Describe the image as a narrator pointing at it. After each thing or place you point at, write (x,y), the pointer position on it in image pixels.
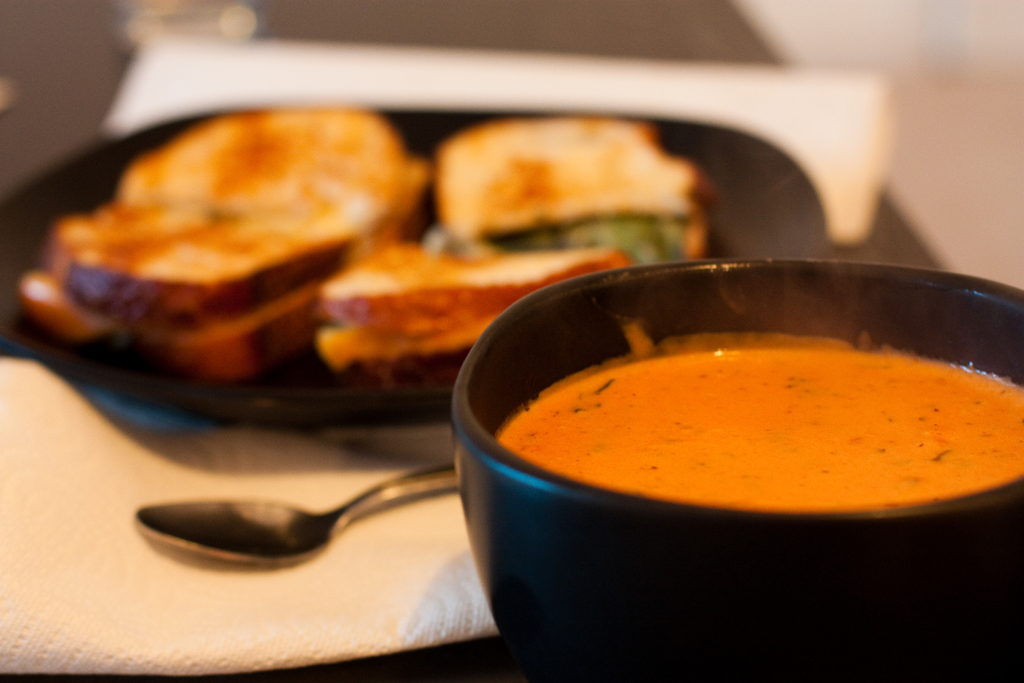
In this image I can see few food items (396,156). In front (732,445) I can see the food (736,426) in orange color and the food (663,476) is in the bowl (620,527) and the bowl (599,542) is in black color. Background I can see few papers (216,599) in white color, a spoon (261,538) and I can also see the food (165,250) in white and brown color and the food (217,322) is in the black color plate (220,406).
